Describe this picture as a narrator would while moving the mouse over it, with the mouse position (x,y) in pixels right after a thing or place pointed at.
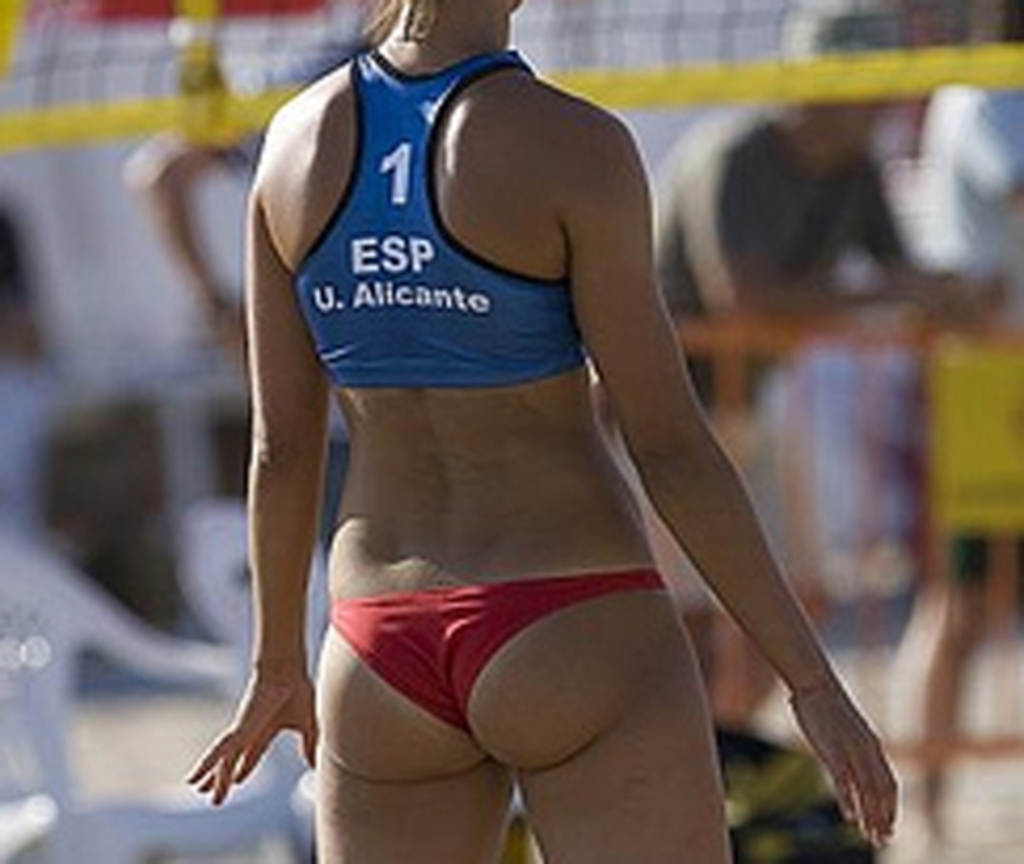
In this image I can see a woman (493,538) is standing. In the background (831,257) I can see people (849,203) and chairs (196,651). The background of the image (927,451) is blurred.
